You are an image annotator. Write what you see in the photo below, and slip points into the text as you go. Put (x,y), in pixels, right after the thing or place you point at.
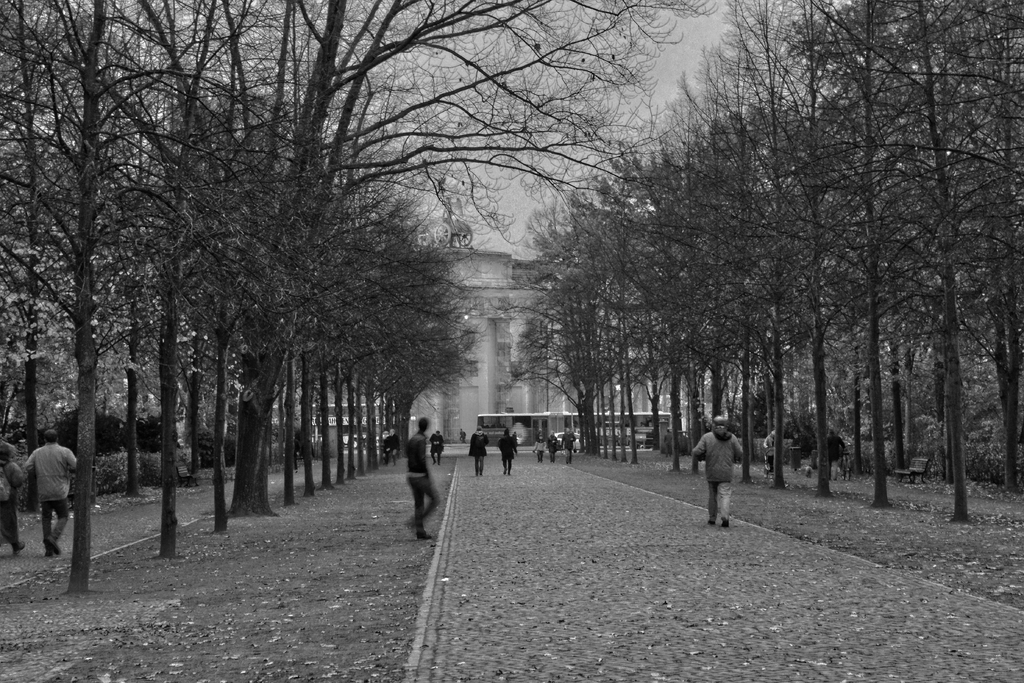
This is black and white image in this image people (64,513) are walking on paths (525,591), on either side of the paths (525,591) there are trees (712,277).
